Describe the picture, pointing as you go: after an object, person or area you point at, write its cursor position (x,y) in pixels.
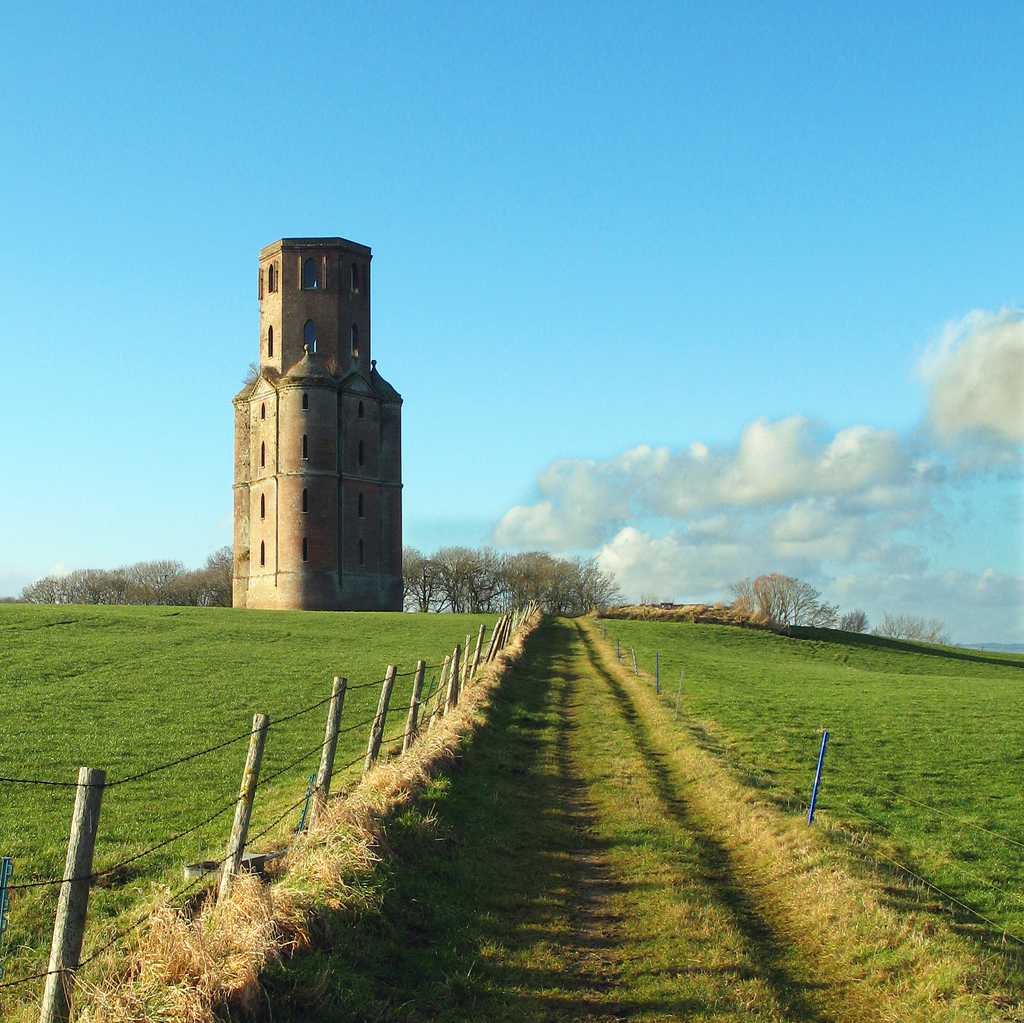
This picture is clicked outside. In the foreground (586,787) we can see the green grass (201,679) and dry grass (686,791) and we can see the poles (338,687) and in the background (576,386) we can see the sky (431,251), tower (285,469), trees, clouds (994,343) and some other objects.
